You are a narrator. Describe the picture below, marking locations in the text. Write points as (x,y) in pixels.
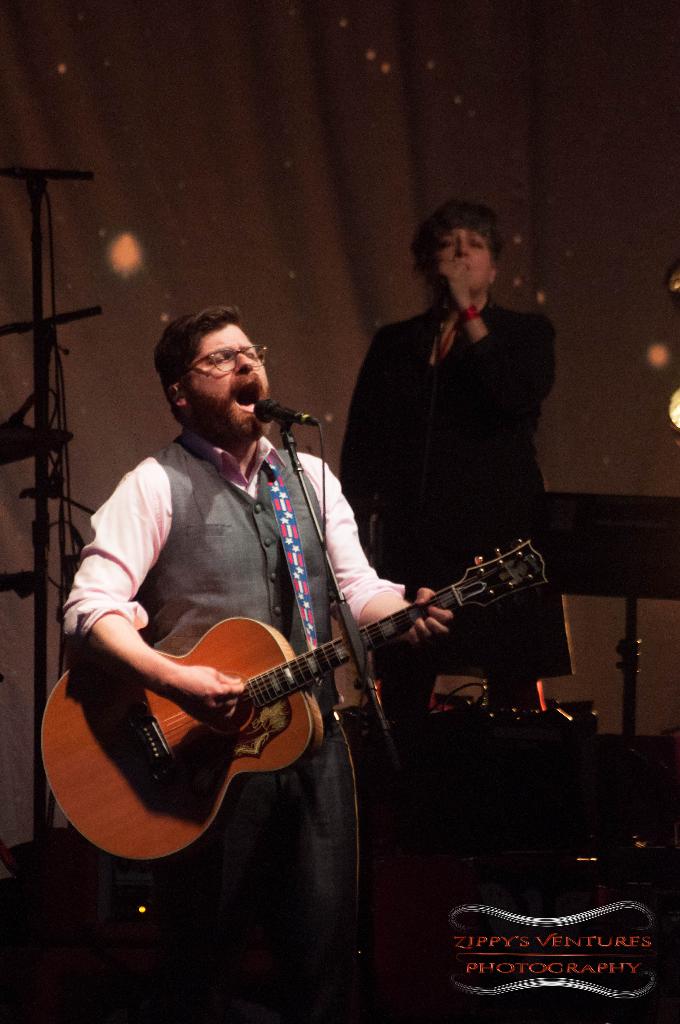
In this picture we can see a man (332,526) playing a guitar (287,702) in front of a microphone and he is also singing, in the background (414,338) we can see a woman (485,344) holding a microphone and also we can see cloth (326,242).
